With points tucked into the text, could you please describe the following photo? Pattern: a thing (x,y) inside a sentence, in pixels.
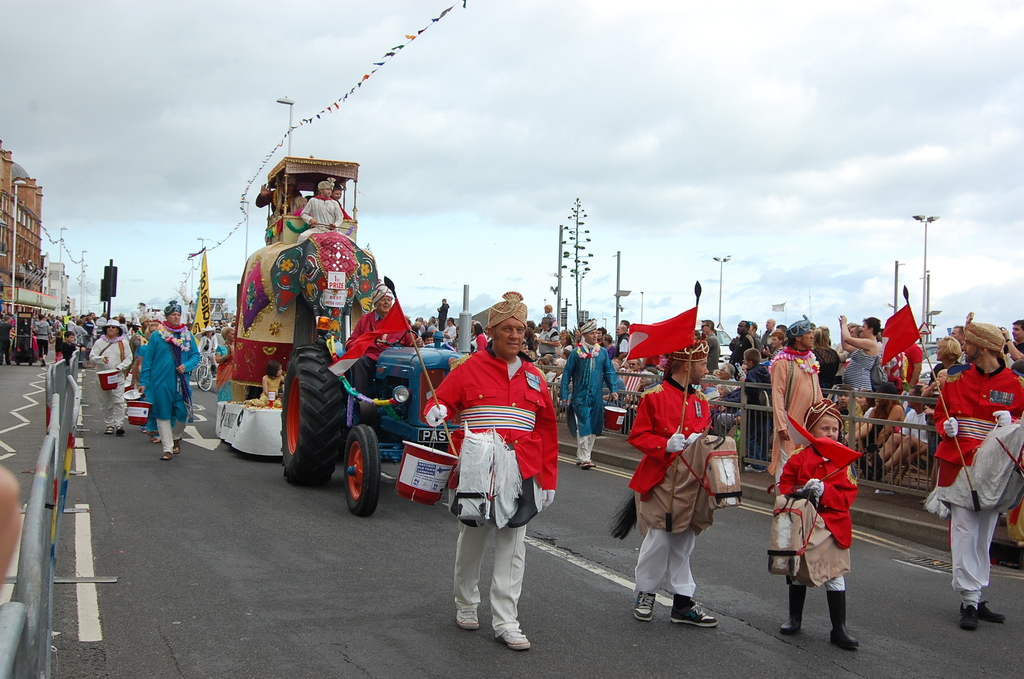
In this image we can see few persons (685,423) are walking on the road (160,571) by holding buckets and flags (392,330) in their hands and few (387,303) are riding on a vehicle (327,171). In the background (29,155) there are few persons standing on the road (103,435) and we can see fence (58,451), buildings (39,260), poles (81,285), hoardings (18,288), traffic signal poles (107,303) and clouds (47,173) in the sky (81,238).
